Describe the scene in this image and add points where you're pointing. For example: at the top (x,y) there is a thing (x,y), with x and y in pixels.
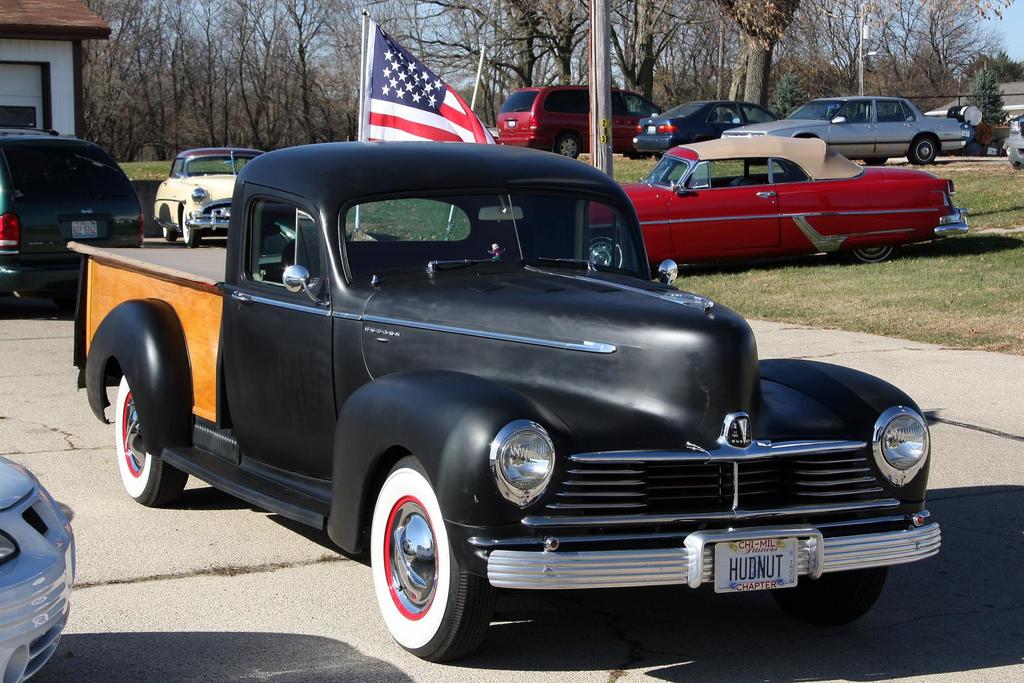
In this picture I can see there is a black car (438,327) parked here and it has wheels (427,546), number plates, head lights (519,443) and there are many other cars (74,203) in the backdrop (88,163) and there is grass (153,172) on to right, there is a pole (592,31) and a flag (401,84). There are trees (317,49) and buildings (44,4) in the backdrop (547,22).
